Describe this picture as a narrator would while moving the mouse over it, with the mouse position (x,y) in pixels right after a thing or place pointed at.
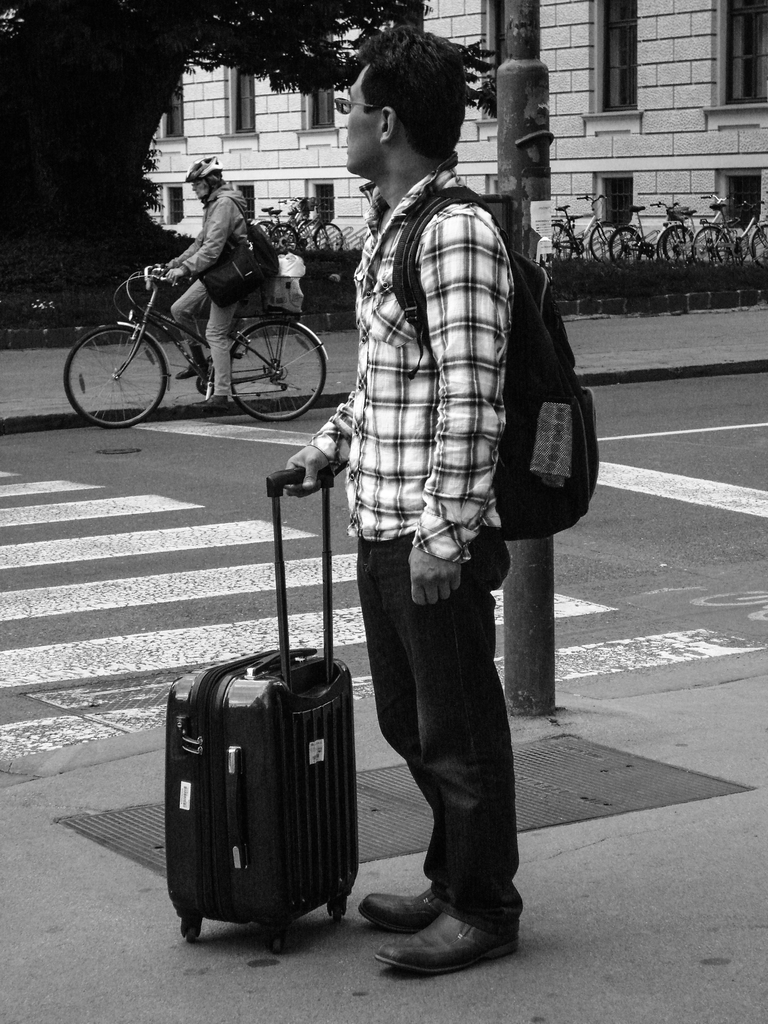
In this image we can see a person (450,847) standing with a luggage bag (293,834) on the road (421,878). Here we can see a man (221,198) riding the bicycle (141,325) on the road (197,424). In the background (661,249) we can see many bicycles (662,226), building (614,161) and a tree (125,104).
